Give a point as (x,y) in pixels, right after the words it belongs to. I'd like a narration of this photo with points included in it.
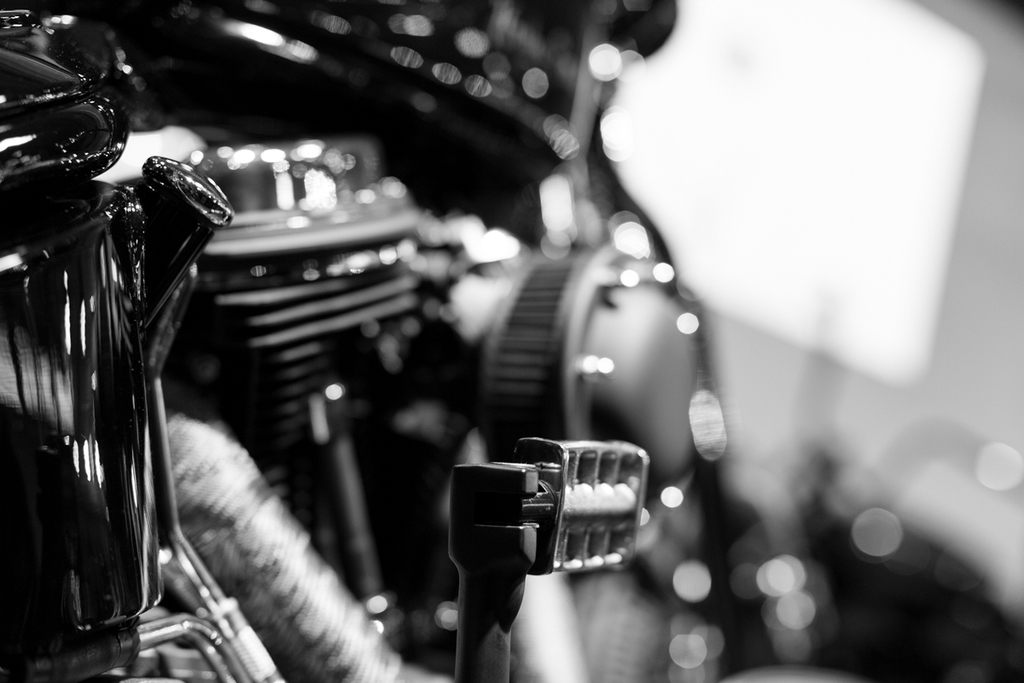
In this image we can see some part of a vehicle (331,254) which is in black color.
